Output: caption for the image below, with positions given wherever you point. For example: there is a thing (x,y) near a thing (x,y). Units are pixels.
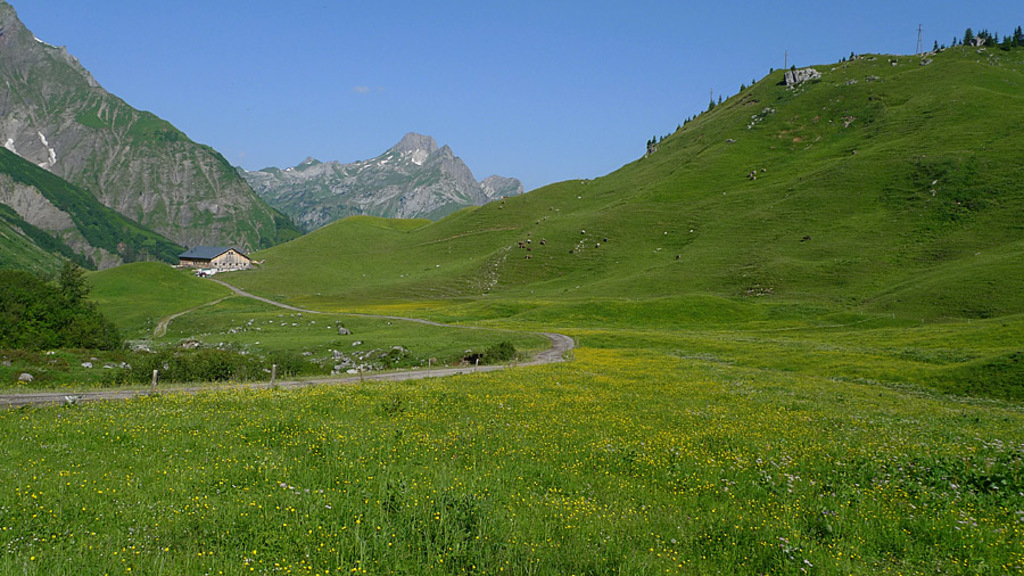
In this picture we can see plants (682,431), flowers (559,490), road (108,391), trees (76,278), house (235,259) and hills (202,239). In the background of the image (448,101) we can see the sky (423,128).
